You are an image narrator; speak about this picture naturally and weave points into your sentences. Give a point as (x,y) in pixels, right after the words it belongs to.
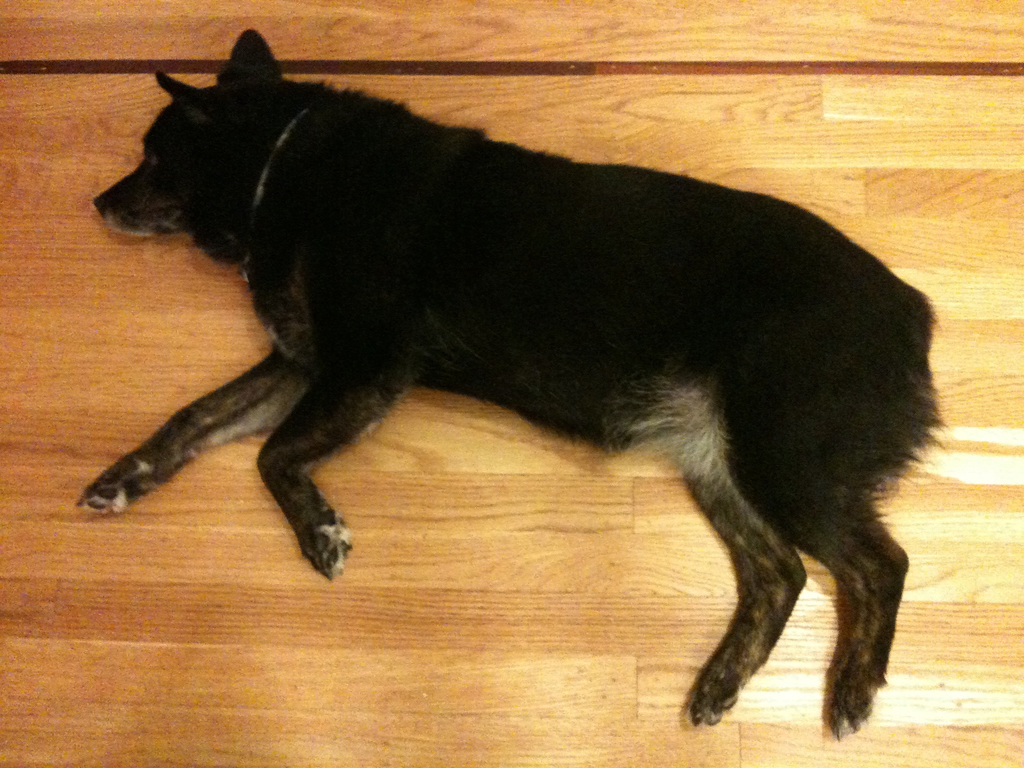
In this picture we can see a dog (826,340) lying on a wooden surface (566,677).
